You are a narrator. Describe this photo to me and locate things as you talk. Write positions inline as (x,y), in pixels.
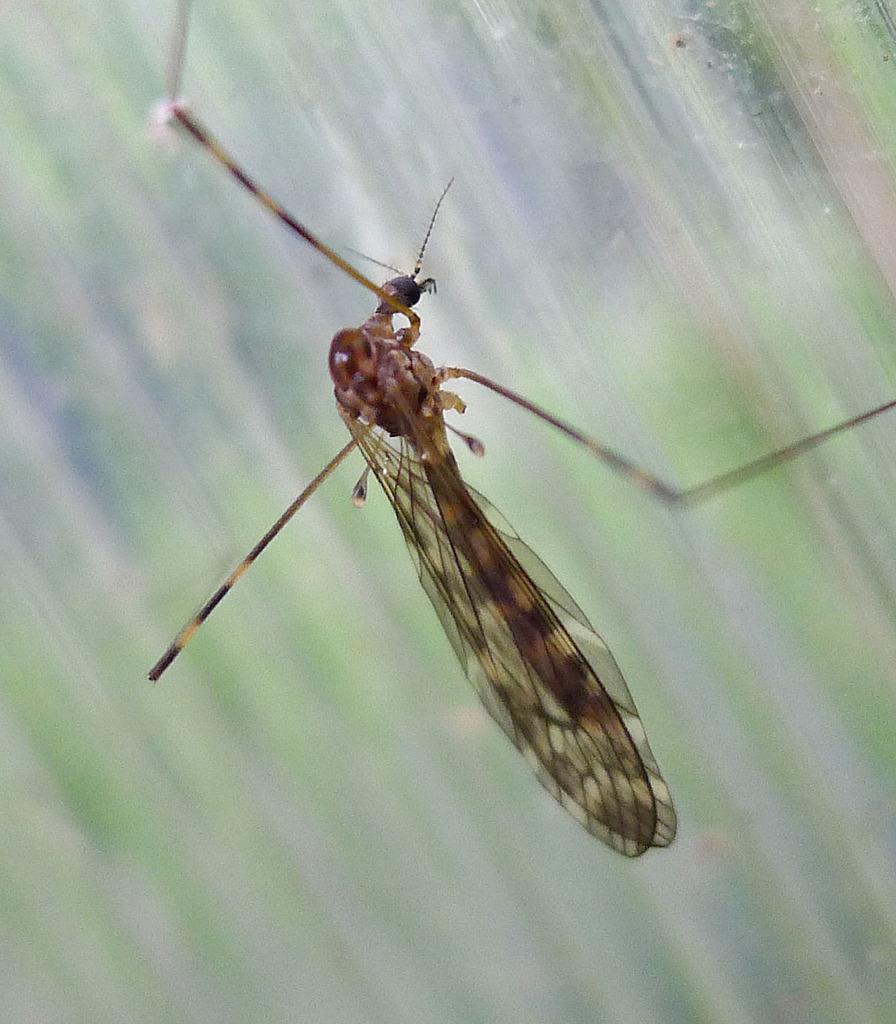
In the image there is a mosquito (406,340) standing on the wall (538,253).
